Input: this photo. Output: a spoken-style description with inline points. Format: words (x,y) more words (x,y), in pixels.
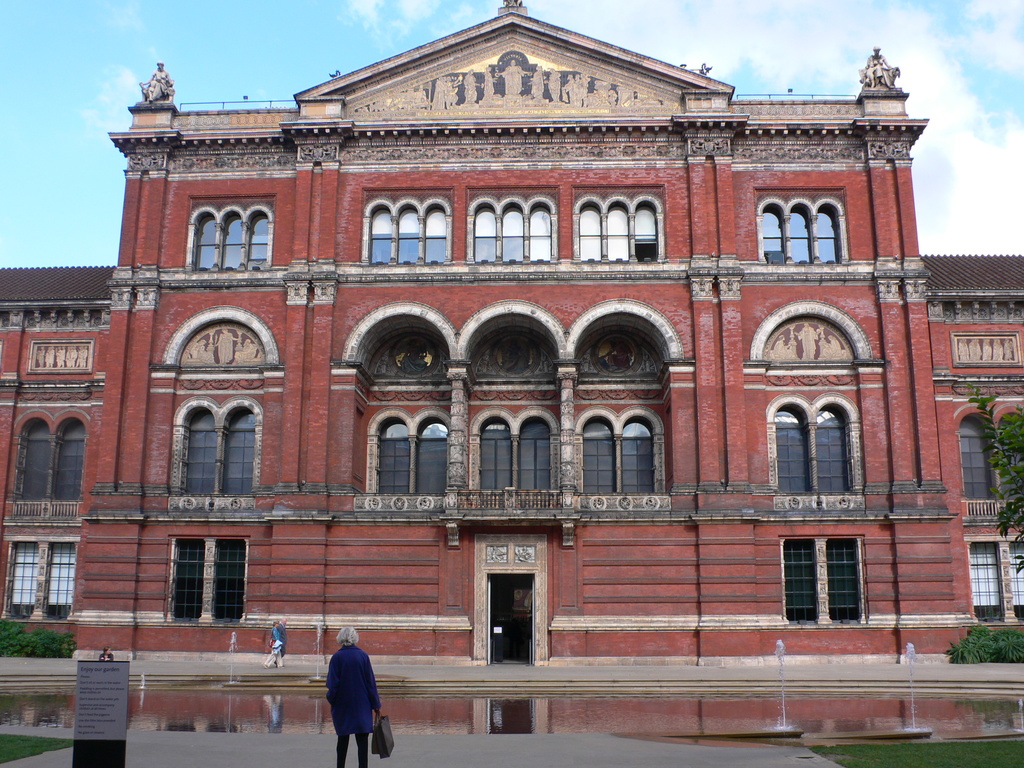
In this image there is a building (413,575) with the windows (230,458) in the middle (360,510). In front of the building (373,584) there is a person (349,690) standing on the floor (336,751) by holding the bags (380,730). At the top (63,100) there is sky (38,152). On the left side (120,679) bottom there is a flex (97,724). On the footpath (244,663) near the building (305,618) there are two persons (283,642) walking on it.
